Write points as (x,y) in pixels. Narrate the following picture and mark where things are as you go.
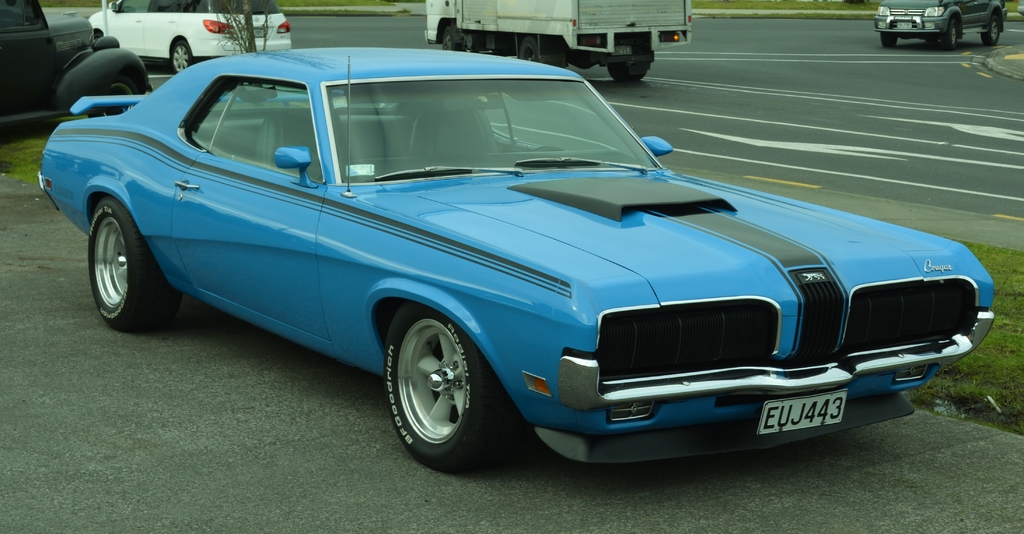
In this image we can see the cars (300,333) on the ground (375,420). We can also see some grass (956,386), a plant (244,39) and some vehicles (653,33) on the road (686,96).
